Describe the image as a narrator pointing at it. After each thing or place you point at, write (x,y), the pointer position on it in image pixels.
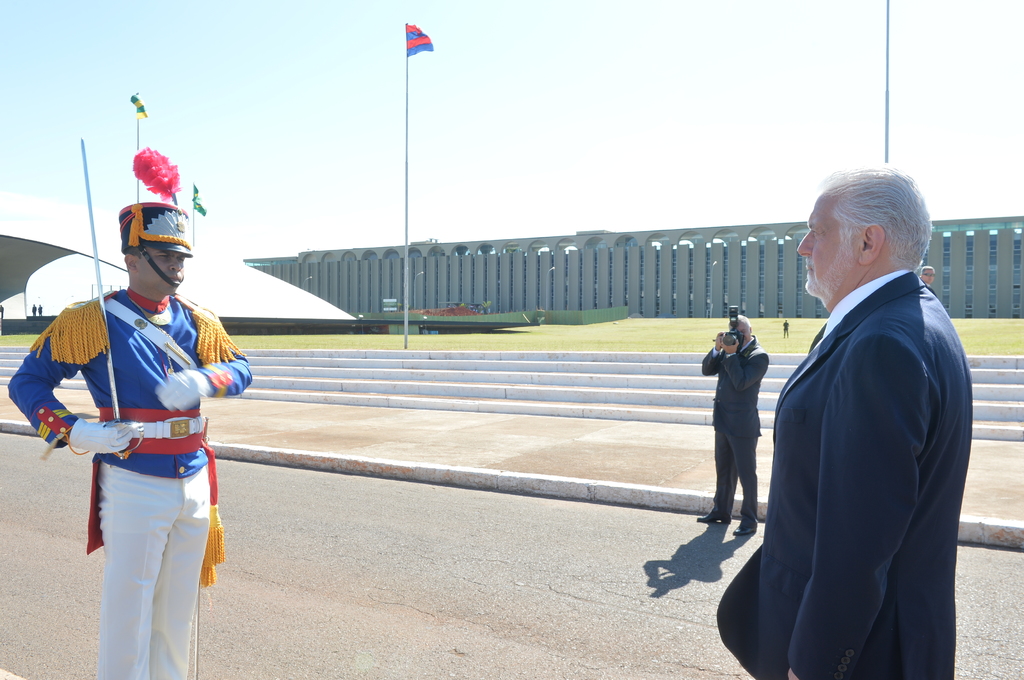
In this picture I can see few people (138,626) standing. I can see a person (725,407) holding a camera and another person (151,212) holding a sword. I can see an architecture (739,273), flags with the poles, and in the background (483,145) there is the sky (483,145).
